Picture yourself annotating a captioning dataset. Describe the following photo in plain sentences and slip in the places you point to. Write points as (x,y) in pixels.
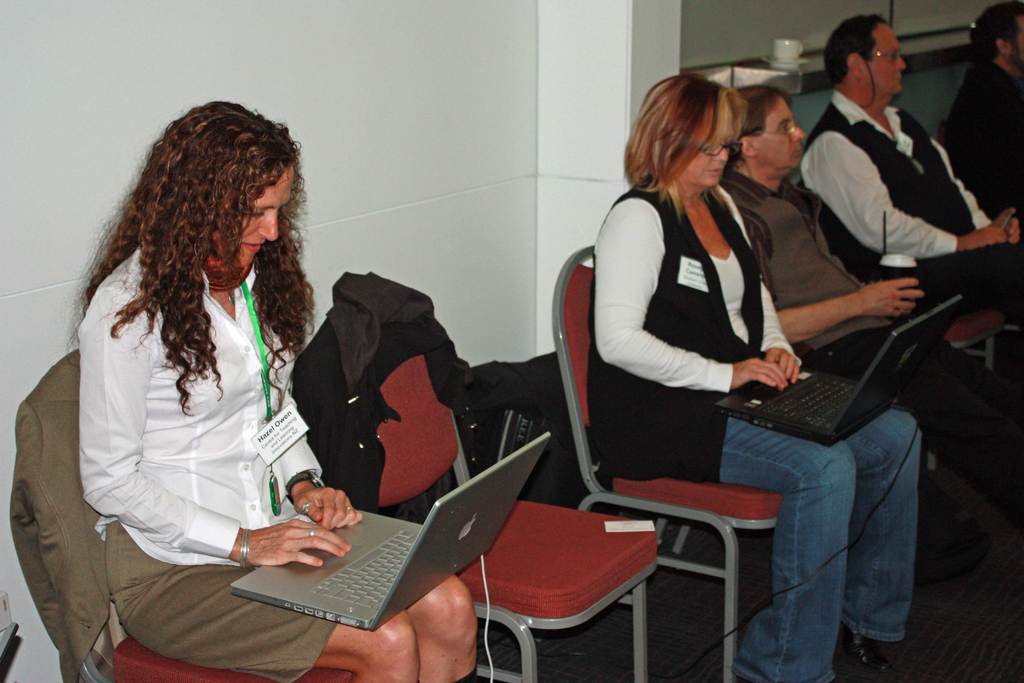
In this image I can see number of people (293,248) are sitting on chairs (579,571). I can also see few laptops (928,326). In the background (798,57) I can see a cup (777,51).
